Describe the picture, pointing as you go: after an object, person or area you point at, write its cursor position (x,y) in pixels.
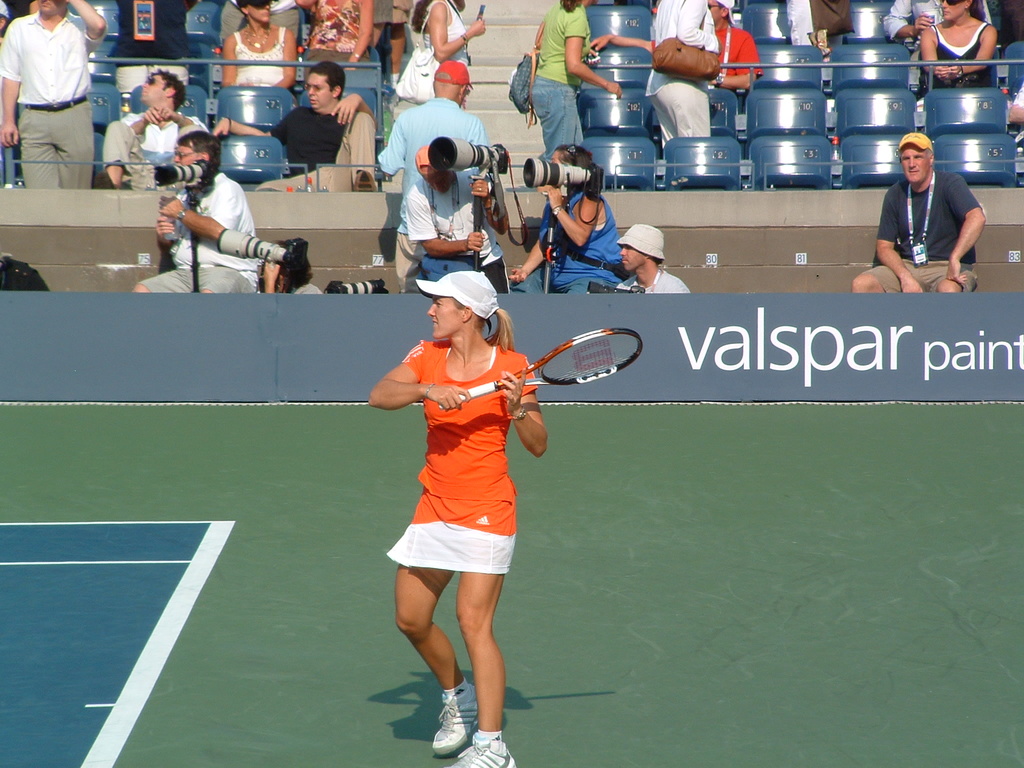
There is a group of people (138,150). They are sitting on a chairs (264,111) and some persons (563,73) are standing. They are wearing a bag (534,45). In the center (495,492) we have a woman (497,505). She is wearing a cap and she is holding a bat (490,388). In background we can see three persons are wearing a id card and cap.
